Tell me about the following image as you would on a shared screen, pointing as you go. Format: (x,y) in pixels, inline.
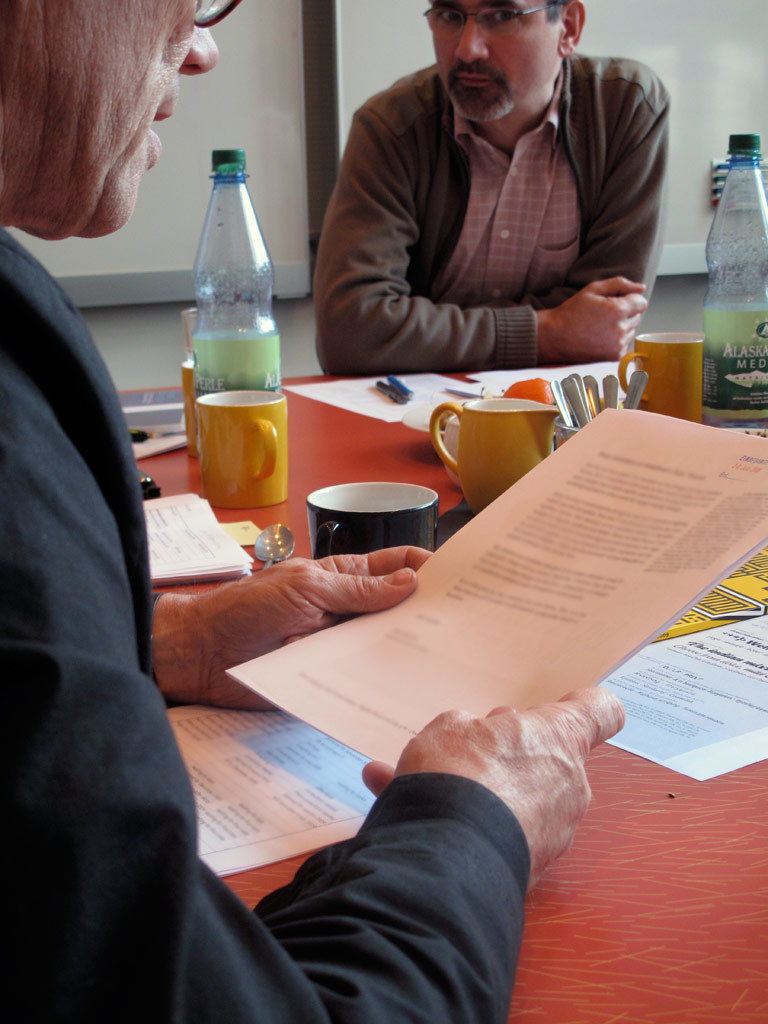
In this image, we can see orange color table (658,867), papers (670,674), cup (340,533), spoon (274,536), bottle (243,361) with liquid (230,390), pens (393,383) and holder (562,435). In the middle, a human (505,172) is seeing. And he wear specs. And the left side (77,834), another human (70,665) is seeing. He hold papers (502,606).
